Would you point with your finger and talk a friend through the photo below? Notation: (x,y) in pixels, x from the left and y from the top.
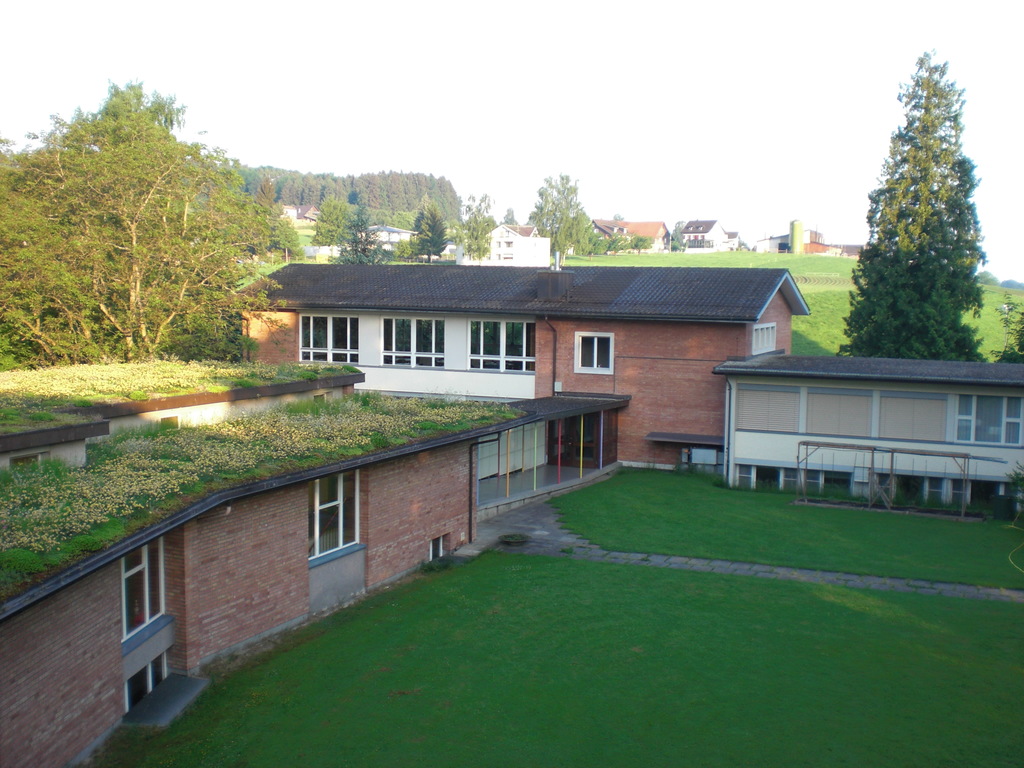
In this image in the front (672,664) there's grass (723,673) on the ground (724,668). In the background (443,348) there are buildings (420,349) and trees (439,242).
